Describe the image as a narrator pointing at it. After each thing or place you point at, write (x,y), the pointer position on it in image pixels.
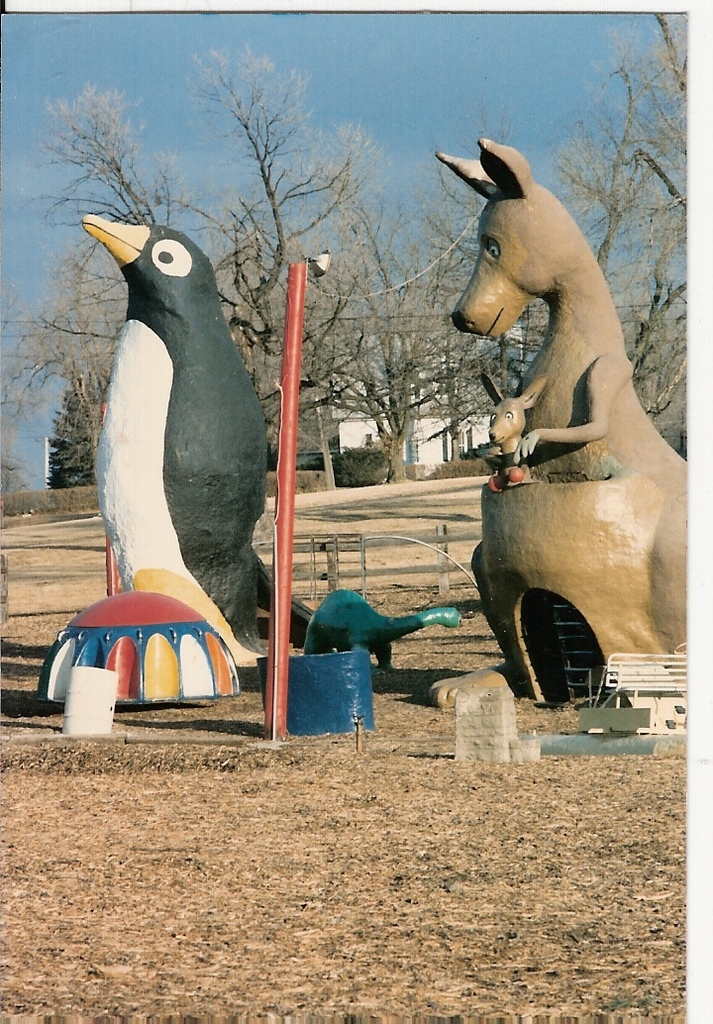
In this image, we can see few decorative items (587,513), pole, bench (670,698), wooden fencing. Background (327,434) we can see house (410,431), trees (379,431), plants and sky (309,206).
